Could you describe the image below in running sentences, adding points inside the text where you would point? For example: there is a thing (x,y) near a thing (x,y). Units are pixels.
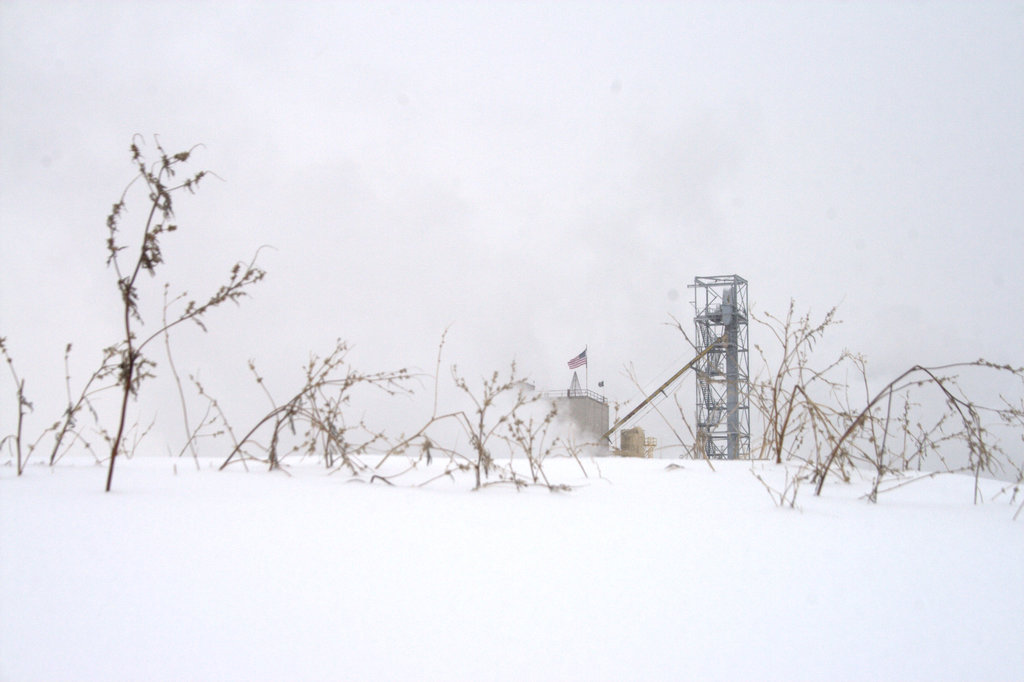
On the right side of the image (718,319) there is a tower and a building (564,419) we can see a flag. At the bottom (326,476) there are plants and snow (636,600). In the background (615,131) there is sky (492,131).
